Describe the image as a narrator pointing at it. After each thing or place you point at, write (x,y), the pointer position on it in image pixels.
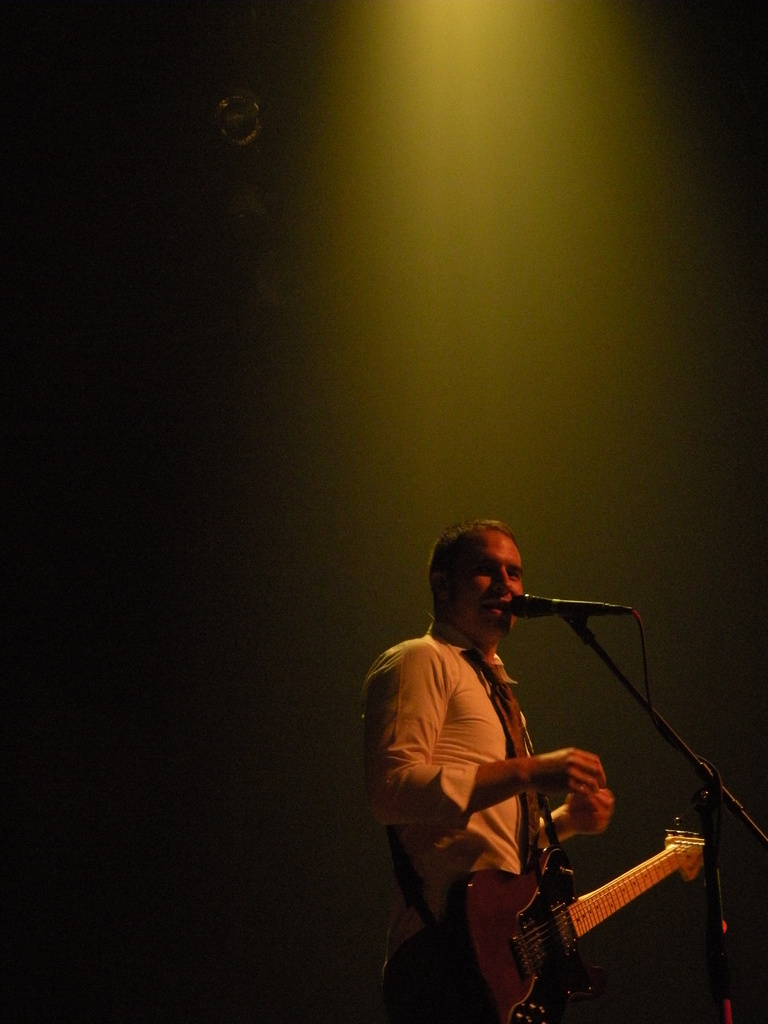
In this image there is a man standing on the stage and having a guitar (496,936). This is a mic (537,600) in which he is singing a song.
